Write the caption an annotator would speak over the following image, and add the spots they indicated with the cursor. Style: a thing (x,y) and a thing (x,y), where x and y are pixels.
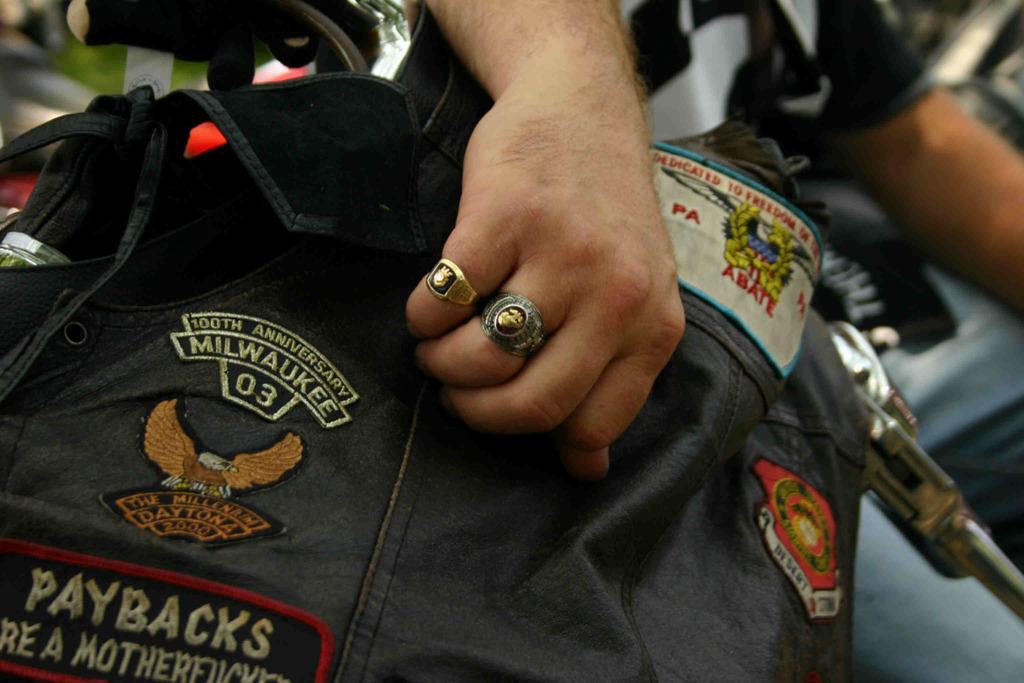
In this image we can see a person (615,303) and there is an object (906,513).
